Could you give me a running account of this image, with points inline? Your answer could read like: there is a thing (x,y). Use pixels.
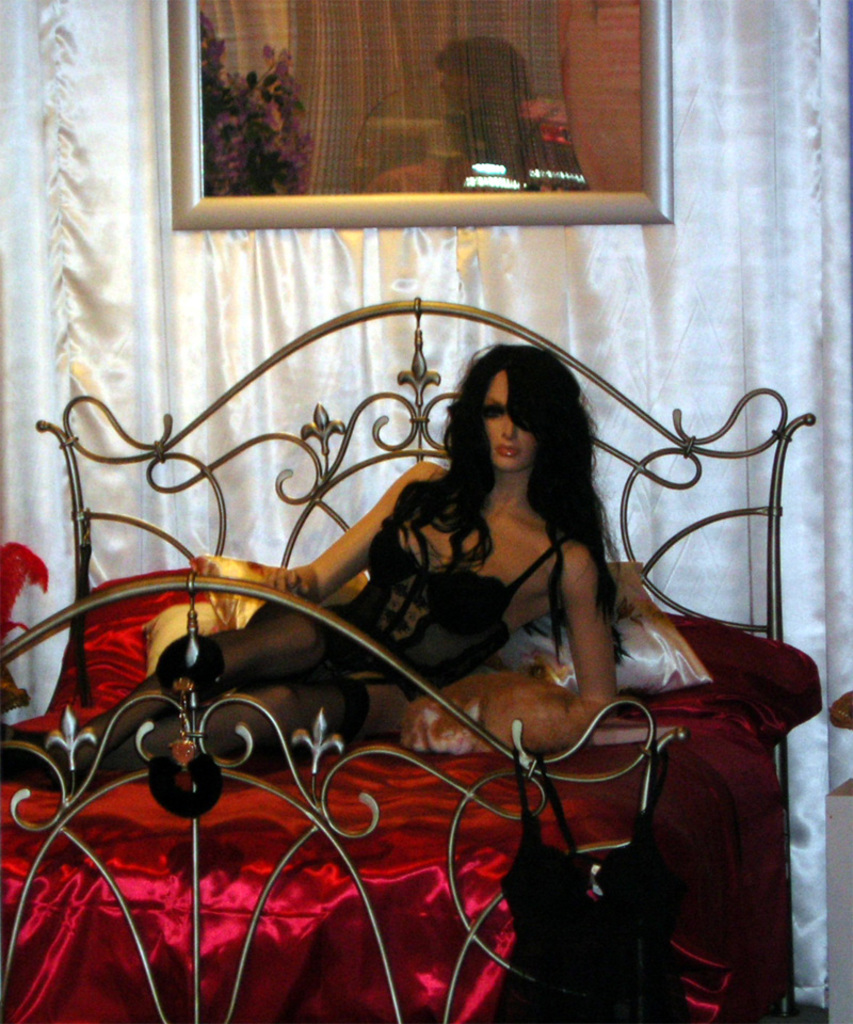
There is a statue (268,735) of a lady (282,726) on the bed (483,825). On the bed (591,833) there is red bed cover (687,746), pillows (723,681). On the wall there is a frame (498,216). There are white curtains (82,95) in the background (753,312).
